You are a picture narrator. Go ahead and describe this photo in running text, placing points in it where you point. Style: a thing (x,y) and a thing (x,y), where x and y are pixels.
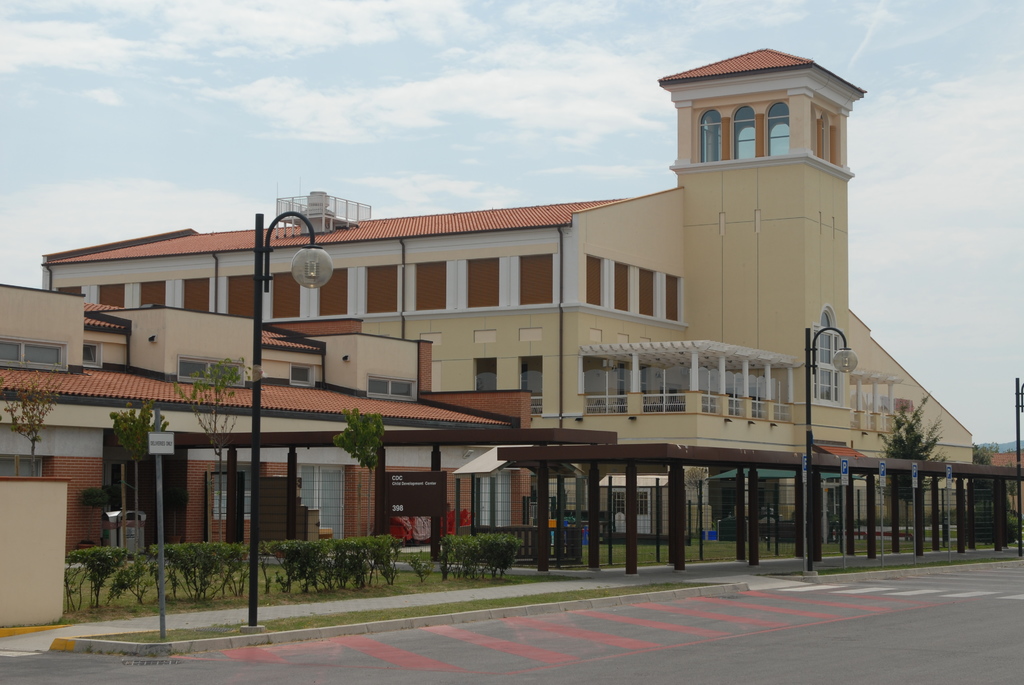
In the center of the image (509,349) there are buildings (581,326). At the bottom (260,650) there is a road (734,635) and poles (544,566). We can see trees (148,409) and bushes (208,563). In the background (432,92) there is sky (455,179).
